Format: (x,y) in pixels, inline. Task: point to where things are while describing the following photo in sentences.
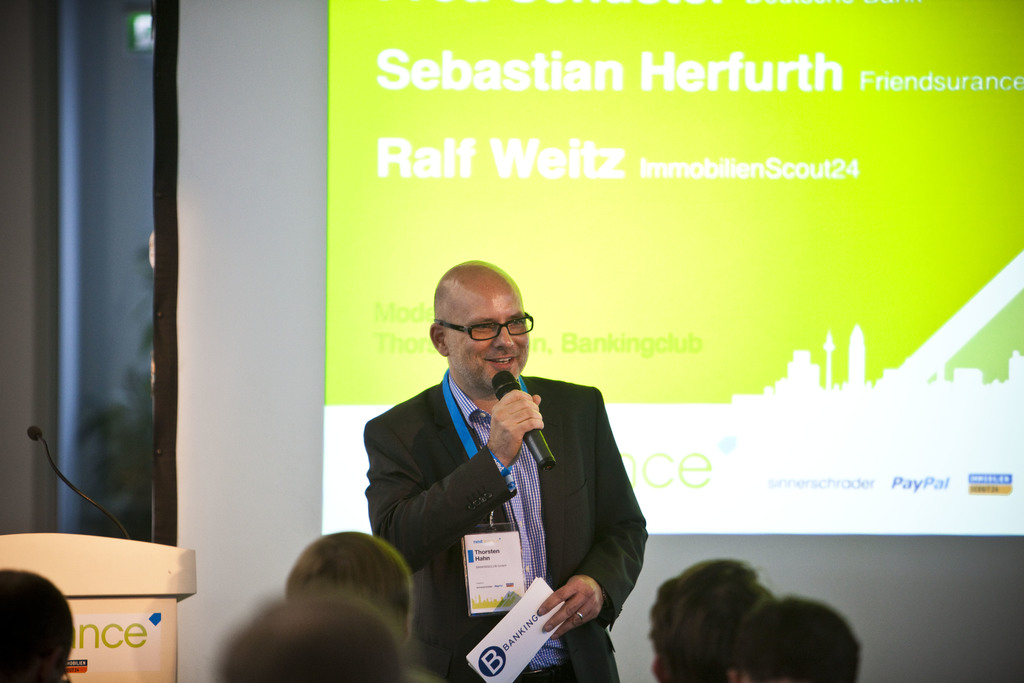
In this picture we can see a man (477,481) wearing black coat (415,483) standing and giving a speech holding a microphone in the hand (511,432). In front (798,670) bottom side we can see a group of audience (379,663) sitting and listening to him. In the background (1019,91) we can see big projector screen (689,257).
